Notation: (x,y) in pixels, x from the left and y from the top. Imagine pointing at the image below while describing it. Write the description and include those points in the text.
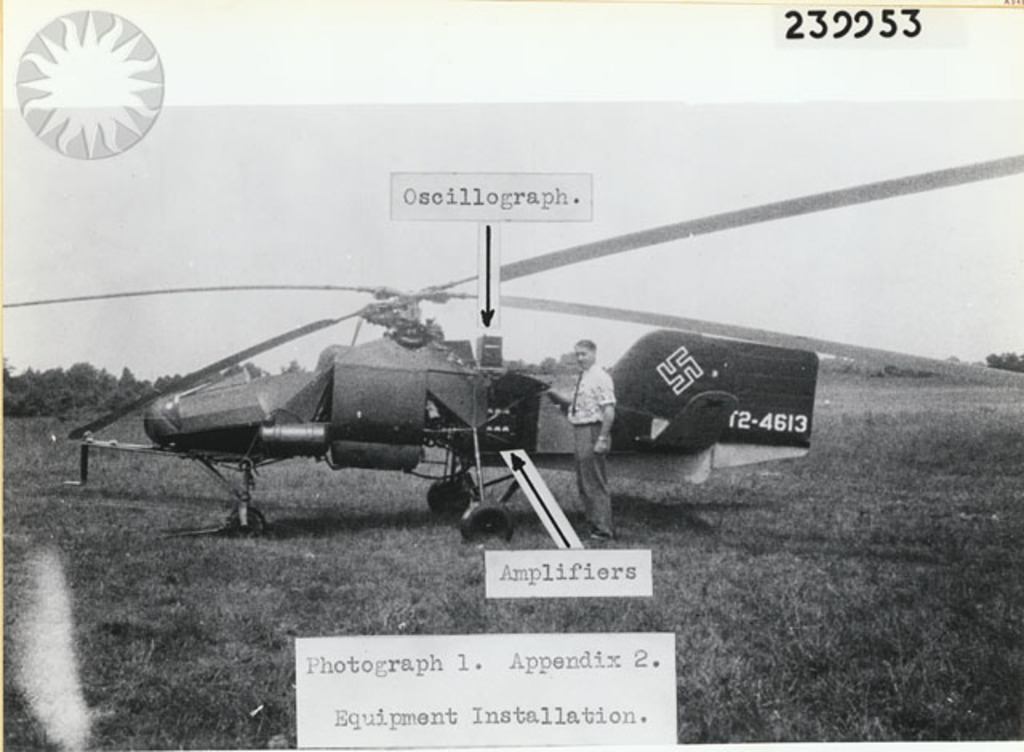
In this picture there is a old black and white color photograph of the small aircraft (602,315) parked in the middle of the ground (396,561). Beside there is man (591,431) wearing white color shirt (589,392), standing and giving a pose. On the bottom side of the image (335,707) there is a small quote (386,637) and a water mark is seen.
